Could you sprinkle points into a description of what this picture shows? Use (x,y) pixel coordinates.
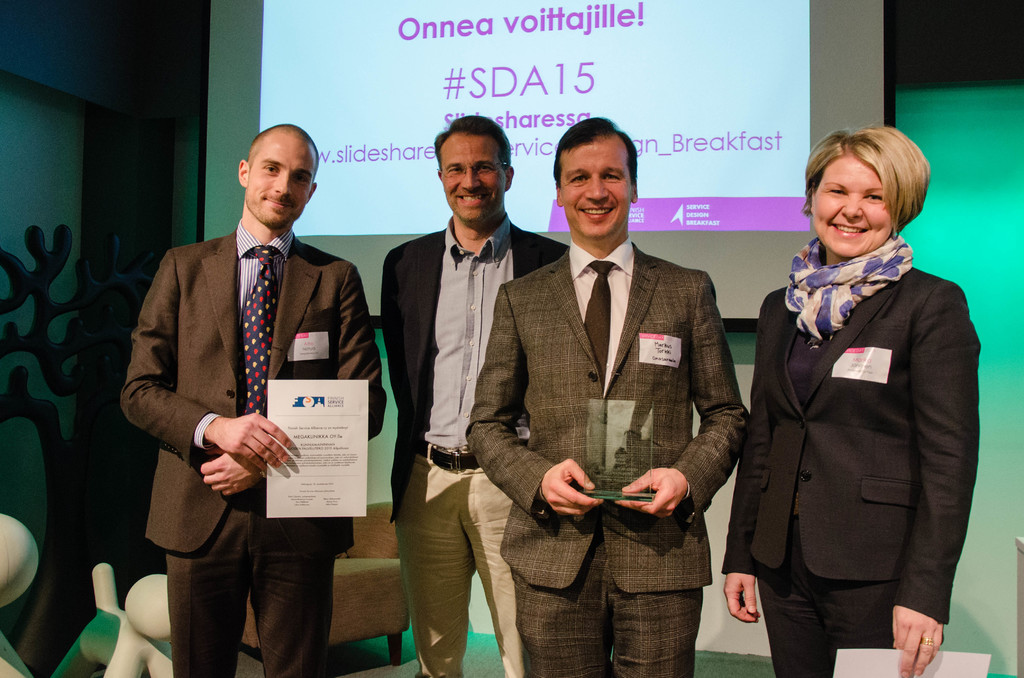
In this picture in the front (496,404) there are persons (675,425) standing and smiling. In the background (415,149) there is a screen (778,143) with some text (753,131) written on it and there is a sofa (373,551) and there are objects (115,582) which are white in colour and black in colour.
